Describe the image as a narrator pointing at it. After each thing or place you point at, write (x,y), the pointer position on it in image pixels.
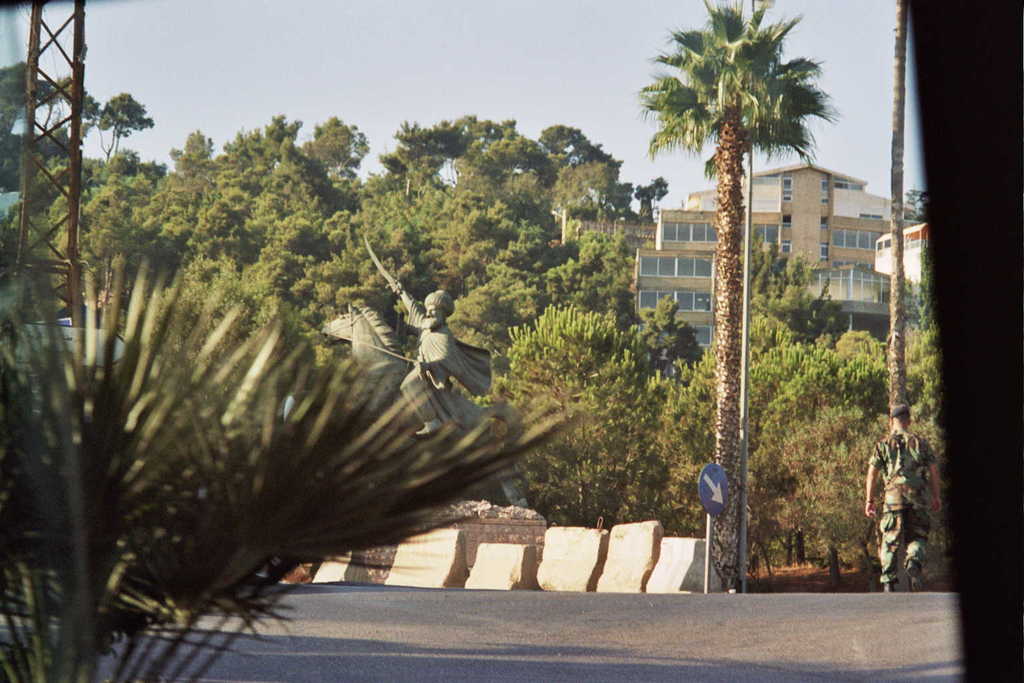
In this image we can see some trees (788,331) and plants (478,478) and there is a sculpture (413,367) in the middle of the picture (465,382) and to the side, we can see some barricades (432,547) and there is a sign board (712,482). We can see a person (898,418) walking on the right side (907,409) and in the background (843,226), we can see a building (880,287) and the sky (219,100).
